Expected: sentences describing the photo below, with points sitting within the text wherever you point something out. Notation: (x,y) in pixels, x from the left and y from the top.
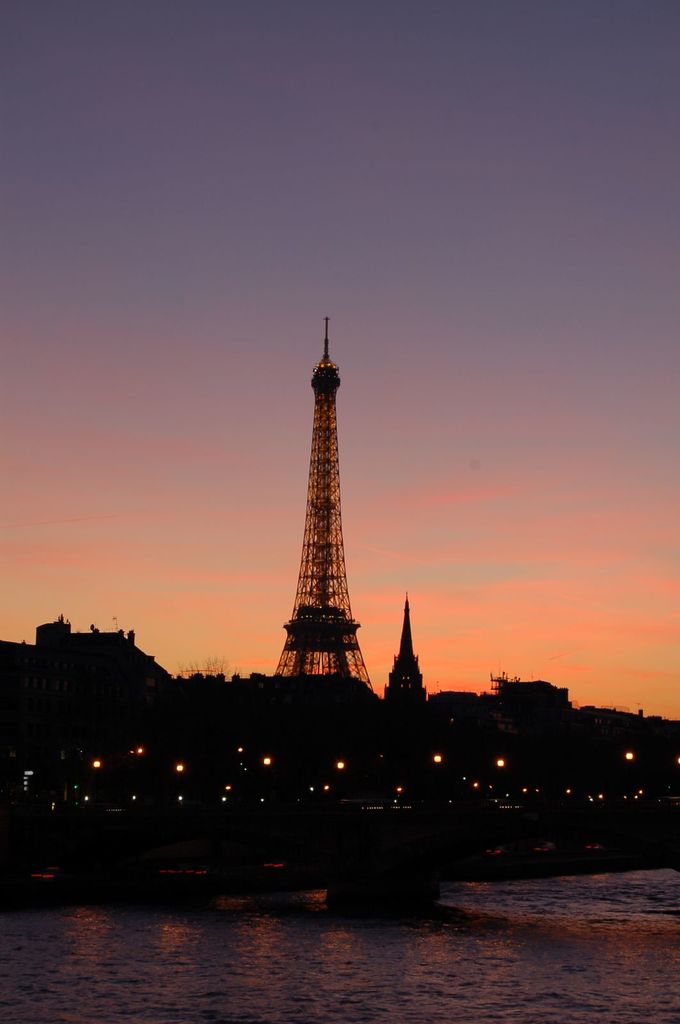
In this image, I can see an Eiffel tower (336,553). There are lights (31,775) in front of the Eiffel tower (322,660). At the bottom of the image (252,954), I can see water (410,980). In the background (181,440), there is the sky (301,155).
